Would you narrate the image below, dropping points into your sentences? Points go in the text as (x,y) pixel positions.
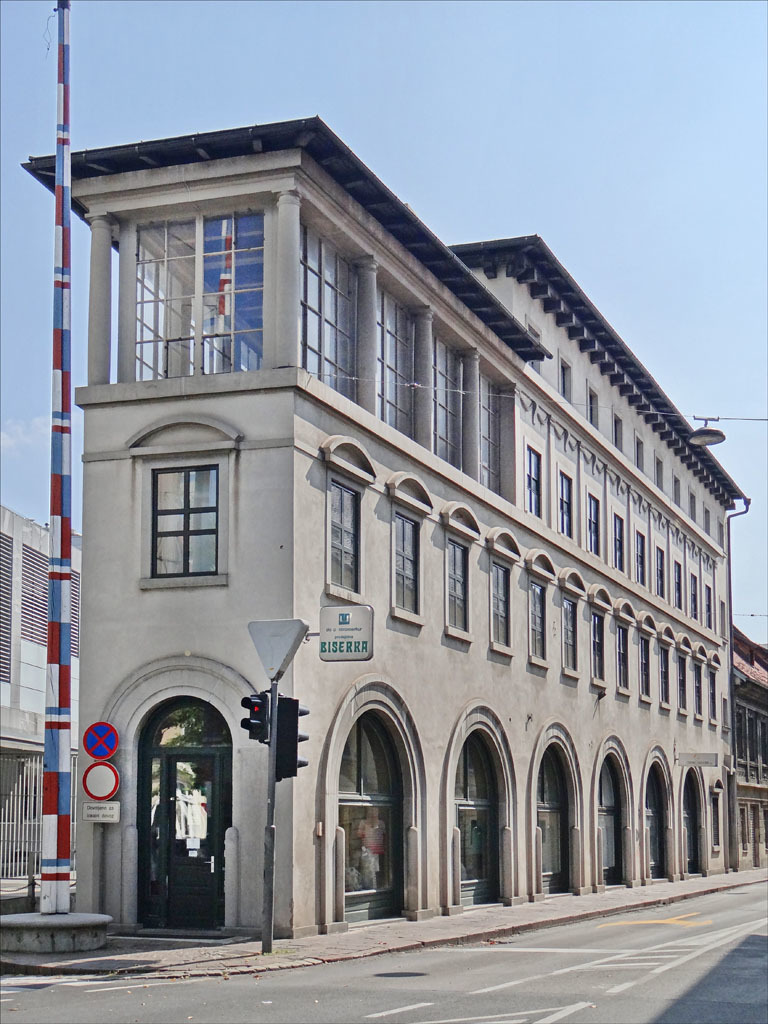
In this image we can see buildings (358,791), road (163,979), poles (69,685), traffic signals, and boards (340,618). In the background (736,369) there is sky (434,98).
